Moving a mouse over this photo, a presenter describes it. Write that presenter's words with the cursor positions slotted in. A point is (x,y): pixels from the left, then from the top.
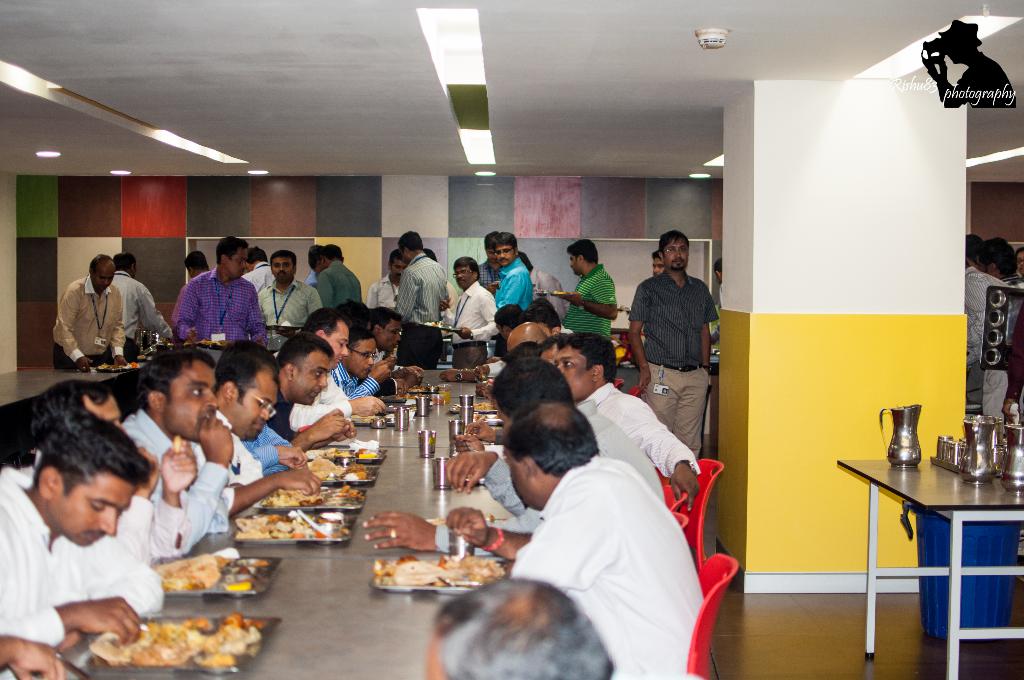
In the picture I can see a group of people (499,289). I can see a few people (301,413) sitting on the chairs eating the food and a few of them are standing on the floor (734,611). I can see the tables (942,490) and chairs (709,588) on the floor (749,645). There is a lighting arrangement (482,142) on the ceiling (362,150). I can see stainless steel glasses (948,441) and jars (974,426) on the table (963,490). There is a drum (948,587) on the floor (999,643) on the bottom right side (995,584).
